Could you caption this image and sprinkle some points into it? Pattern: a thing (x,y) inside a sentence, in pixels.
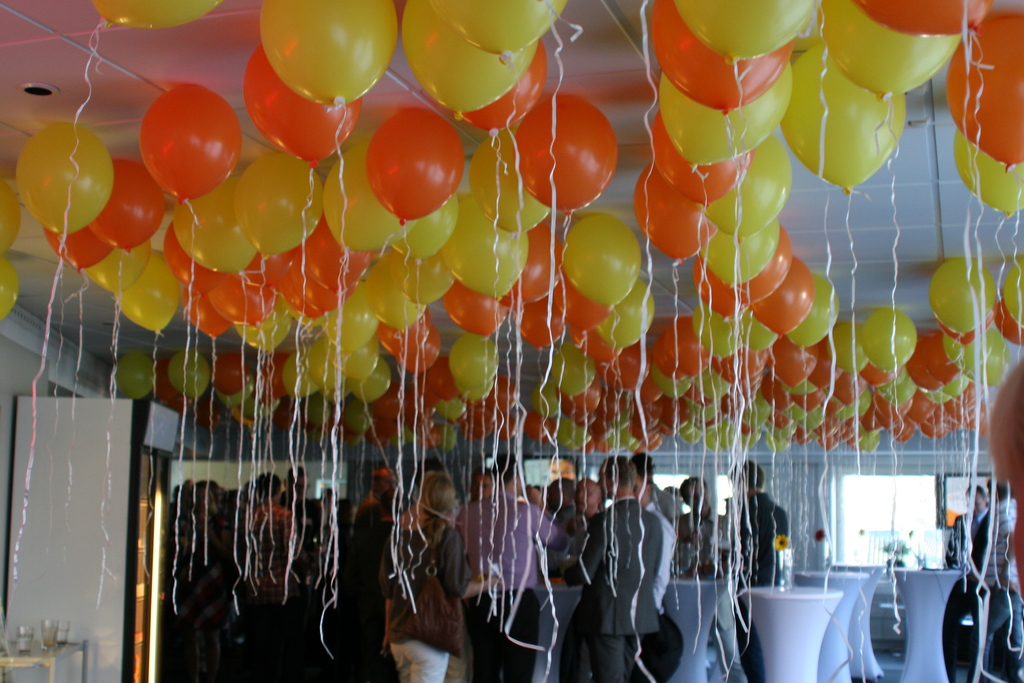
In this picture I can observe balloons (465,351) which are in yellow and orange colors. In the background (309,556) there are some people (417,538) standing on the floor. I can observe white color tables (783,605) on the right side (781,613).
